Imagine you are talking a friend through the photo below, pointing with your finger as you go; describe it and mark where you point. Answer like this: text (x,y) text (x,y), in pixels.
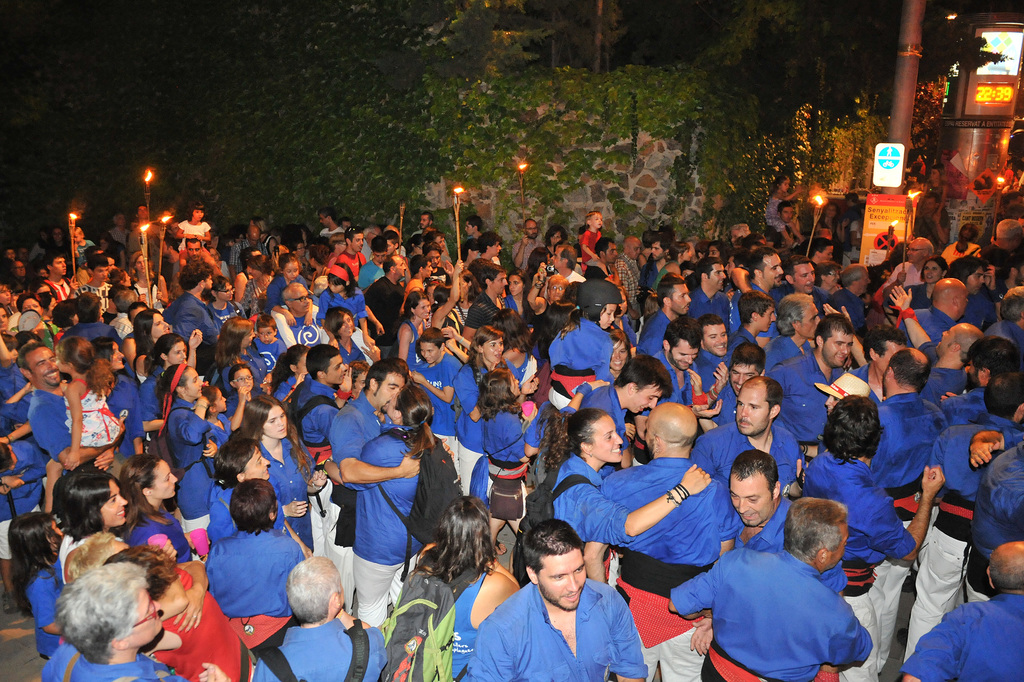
In this image I can see there are crowd of people (323,536) and in the middle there are candles (166,213) and the wall (210,171) and pole (906,89) and a display (986,96) on the right side (982,110).
